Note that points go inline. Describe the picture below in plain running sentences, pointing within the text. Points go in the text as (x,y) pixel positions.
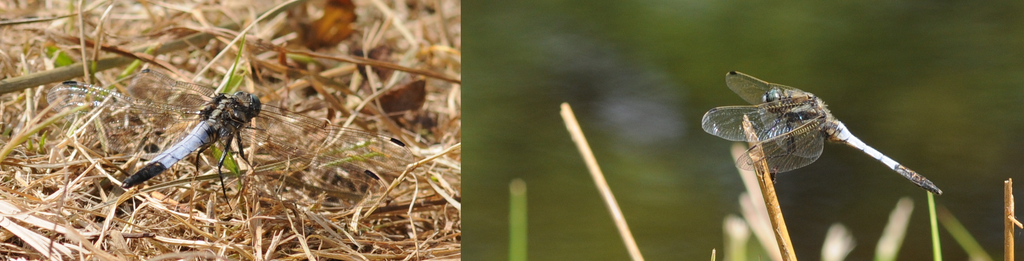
In this image I can see it is the photo collage, on the left side (209,92) there is a dragonfly (200,141) is standing on the dried grass (284,214), on the right side (835,125) there is another dragon fly (750,132) is standing on the dried stick (768,188).
